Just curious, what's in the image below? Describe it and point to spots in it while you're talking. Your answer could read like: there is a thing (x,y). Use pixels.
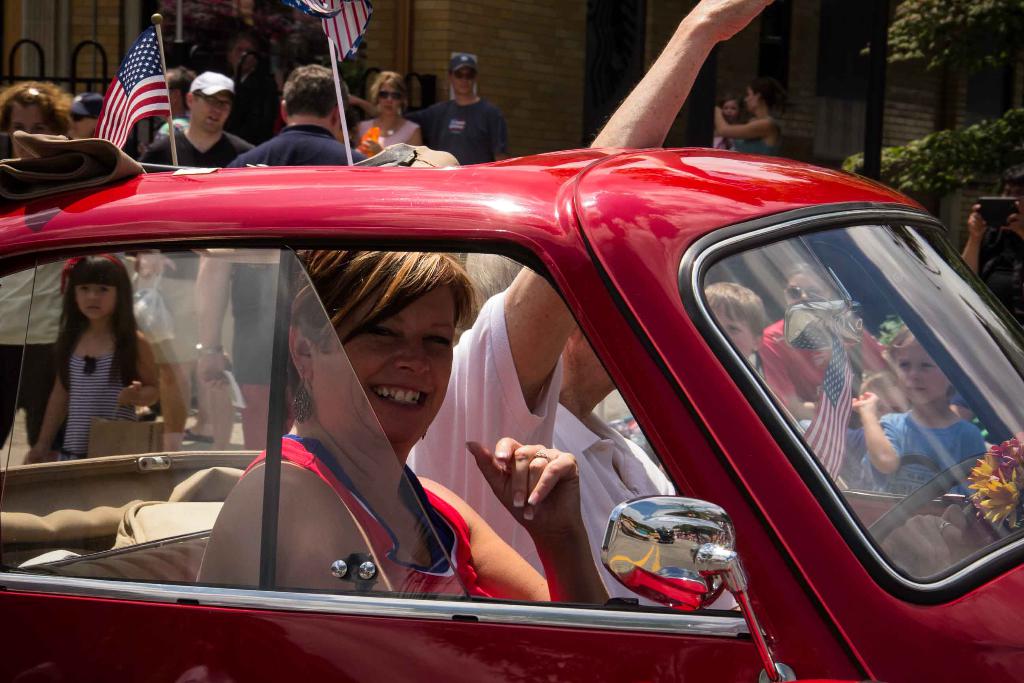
As we can see in the image there are few people (332,126), car (256,230), flag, building (611,18) and tree (935,49).
